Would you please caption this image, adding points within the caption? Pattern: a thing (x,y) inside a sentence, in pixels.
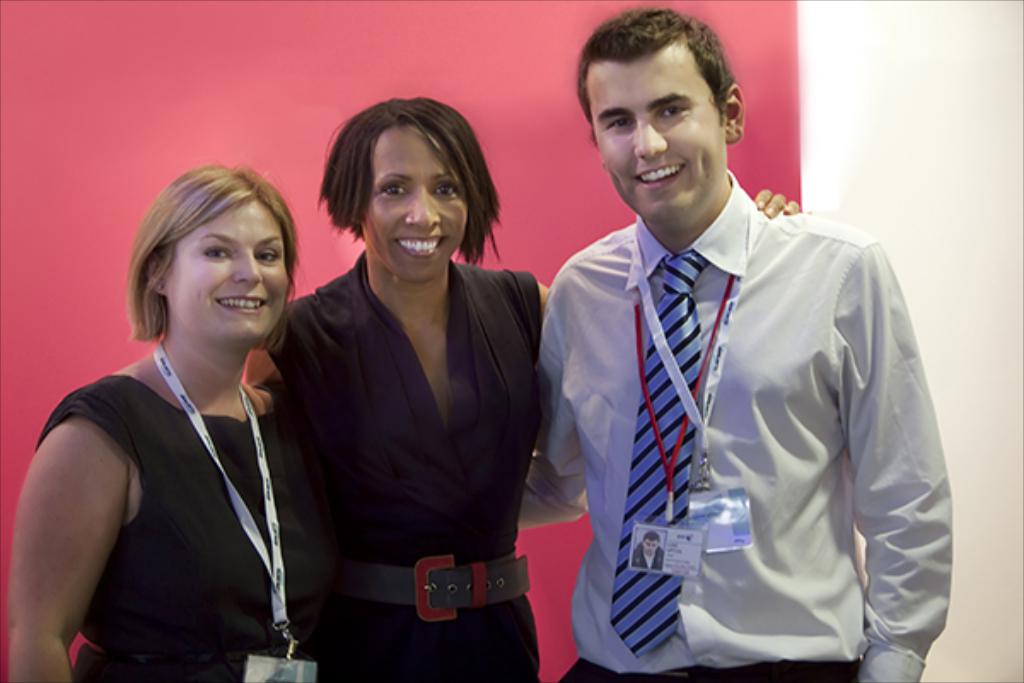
In this image I can see a man (560,347) and two women (360,480) are standing. I can see smile on their faces (703,112). On the right side of this image (852,355) I can see he is wearing shirt (750,342), tie (677,276) and on the left side (340,318) I can see these two are wearing black color dress (420,477). I can also see two of them are wearing ID cards (260,666). I can also see red color wall (761,94) in the background (557,176).
